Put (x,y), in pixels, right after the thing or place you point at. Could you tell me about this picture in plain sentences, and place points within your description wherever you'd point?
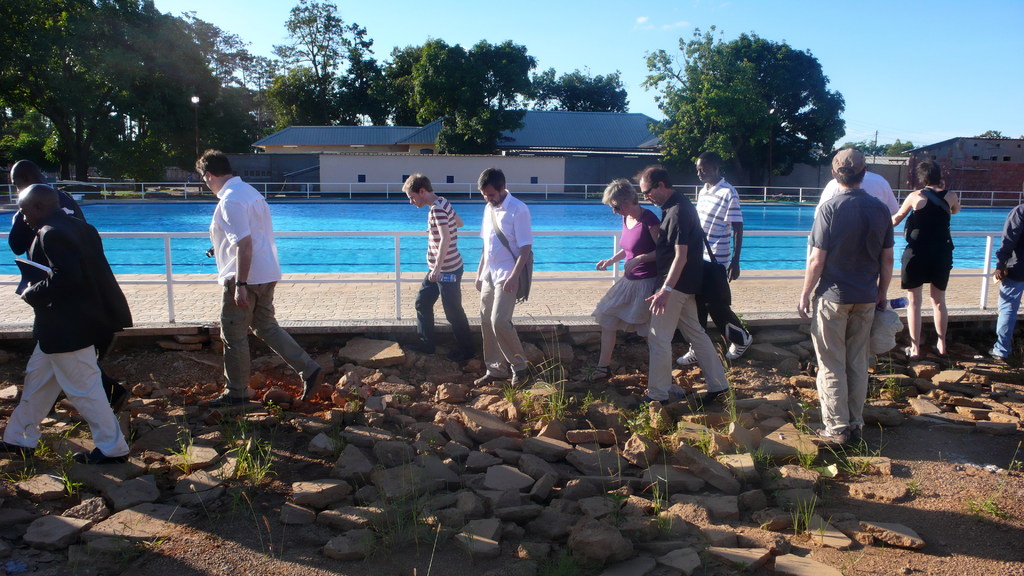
In this image there are people (691,298) walking on a land (230,481), on that land (569,477) there are stones (586,481), in the background (284,190) there is a pool (310,216), houses (573,139), trees (603,99) and the sky (705,30).
